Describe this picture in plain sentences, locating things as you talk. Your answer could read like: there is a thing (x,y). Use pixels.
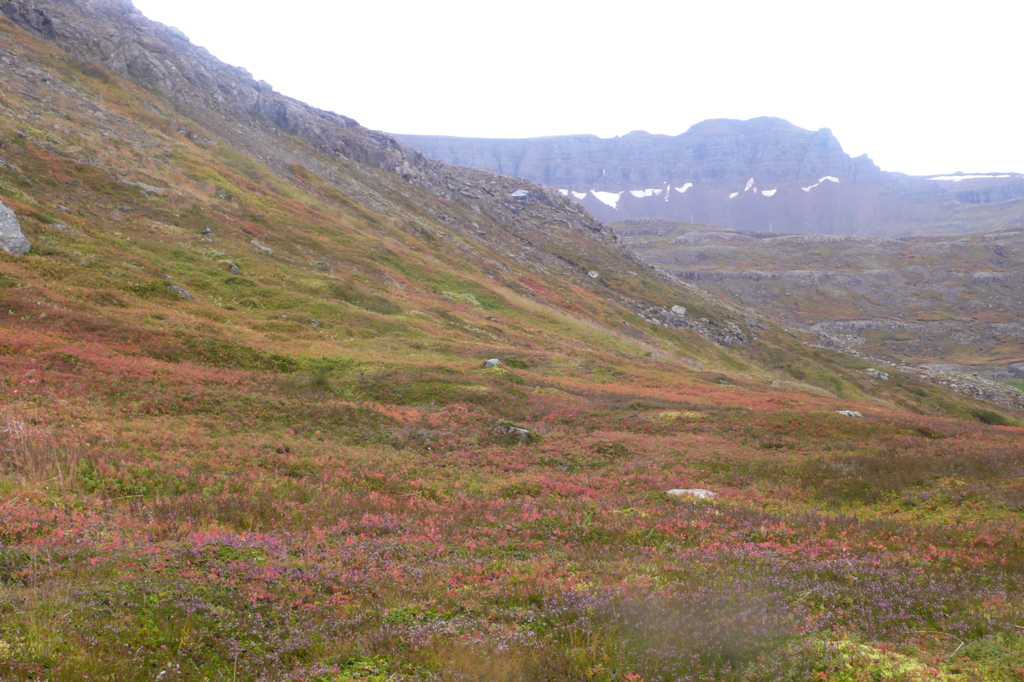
In the picture there are mountains (954,216), there are plants (592,486) present, there is a cloudy sky (433,93).
